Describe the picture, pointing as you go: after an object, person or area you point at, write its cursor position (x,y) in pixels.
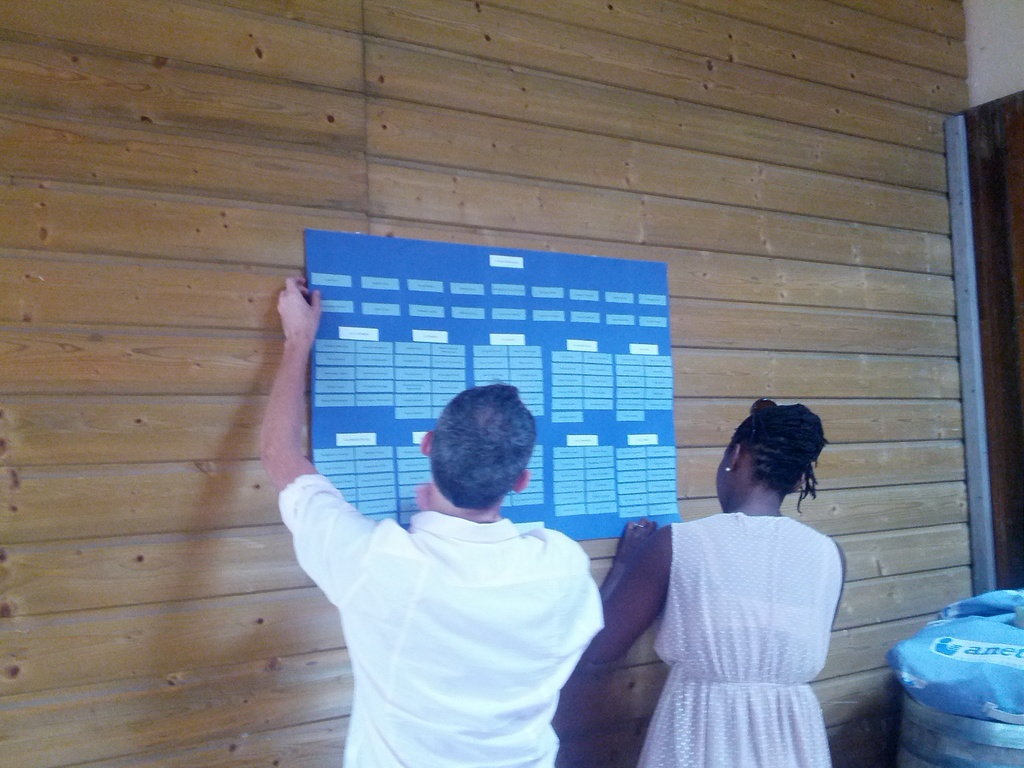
In the foreground of this image (527,413), there is a man (516,601) in white dress (515,592) and a woman (756,590) in pink dress (749,616) holding blue colored board (397,365) in their hand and pasting it on wooden wall (674,141). On the right bottom corner (972,690), there is a blue colored object (951,697).
